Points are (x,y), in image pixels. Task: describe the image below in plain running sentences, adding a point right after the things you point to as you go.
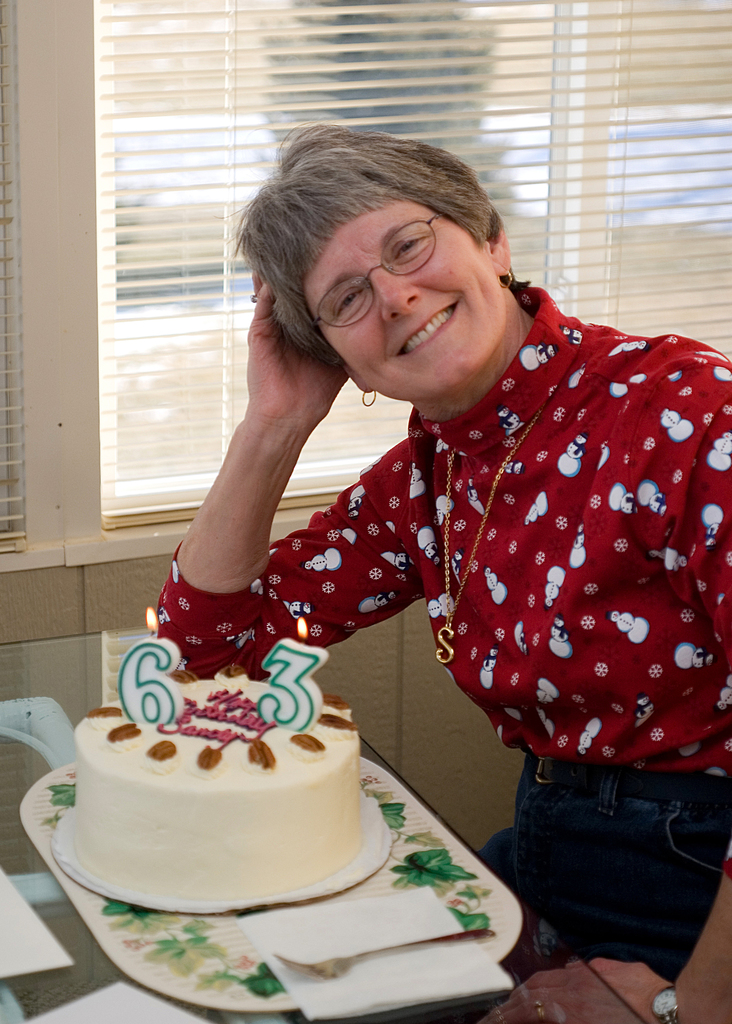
On the right side of the image (572,461) we can see a woman (497,273), she wore spectacles (412,260) and she is smiling, in front of her we can see a cake (115,737), candles (309,679) and other things (457,934) on the table (353,924), in the background (232,433) we can see window blinds (636,195).
